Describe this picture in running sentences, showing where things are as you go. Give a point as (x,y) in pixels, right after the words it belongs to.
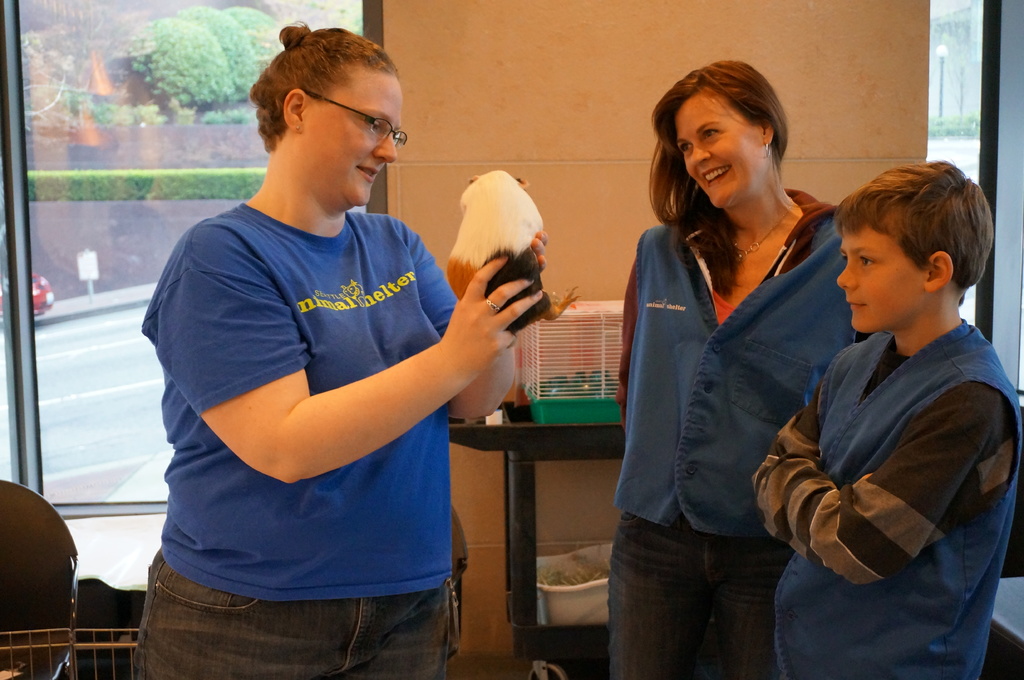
In this image there are some people (272,403) who are standing and one person (499,356) is holding a guinea pig (519,278), and in the background (588,104) there is a wall (506,94) and glass windows (66,326) and in the center (607,434) there is one table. On the table (568,439) there is one basket (562,368) and under the table (527,630) there is another basket (596,588), and on the left side (35,543) there are some chairs (67,601) and basket (92,658) and through the window (132,205) we can see some plants (77,194), grass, car (40,295) and a walkway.
